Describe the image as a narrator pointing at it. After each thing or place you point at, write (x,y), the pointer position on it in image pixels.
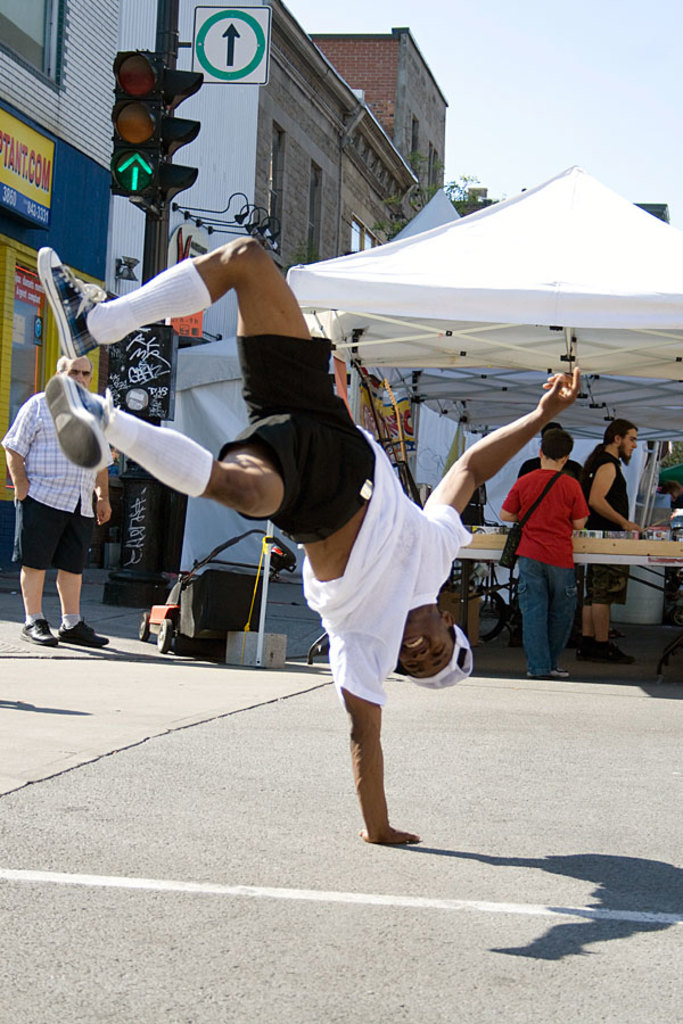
This picture describes about group of people (308,599), in the middle of the image (377,594) we can see a man (340,580), he wore a white color T-shirt (362,605), in the background (481,285) we can see few tents (452,235), buildings (371,143), sign boards (228,84), traffic lights (146,138) and hoardings (34,159).
